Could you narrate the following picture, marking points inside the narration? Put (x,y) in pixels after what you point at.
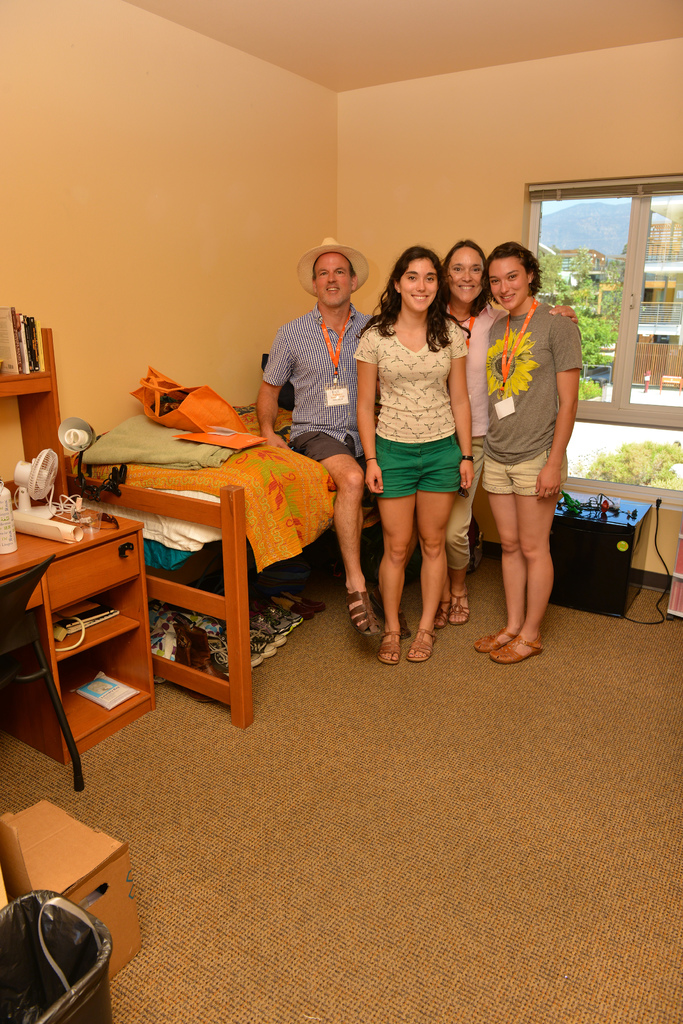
There are four people (402,305) out of which three are female and one male (323,330) who sat on a bed (333,494) which was beside a table (86,577) on which there is table fan (24,493) and chair (19,599) in front. There is a cardboard box (52,834) in front of the chair (18,623). The floor (362,872) has mat cloth (483,806) on it and from the window (620,380) we can see there is a mountain (601,224), there are plants (596,327) and building (667,330).
